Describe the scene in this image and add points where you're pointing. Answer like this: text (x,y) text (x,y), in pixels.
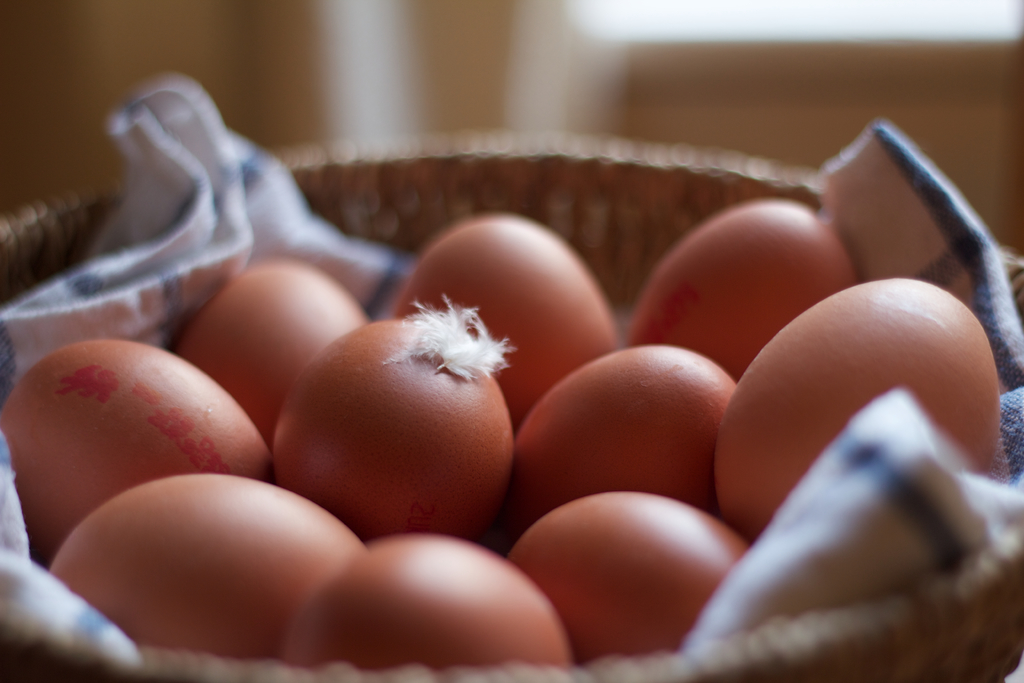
In this image in the center (566,233) there is one basket (34,247), in the basket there is one cloth (13,318) and eggs (525,234) and the background (802,110) is blurred.
